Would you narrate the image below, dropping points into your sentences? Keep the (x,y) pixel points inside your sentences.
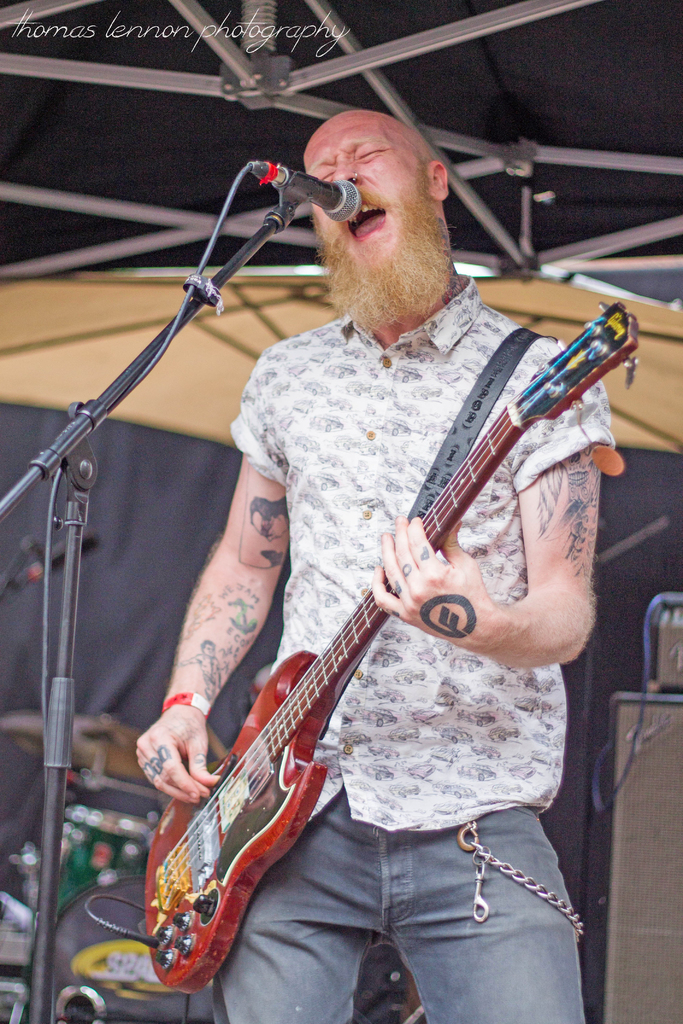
This picture shows a man (366,413) singing in front of a mic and a stand (84,525) holding a guitar (499,418) in his hands (418,559). In the background (177,507) there is a cloth (163,561) and some musical instruments (115,748) here.
